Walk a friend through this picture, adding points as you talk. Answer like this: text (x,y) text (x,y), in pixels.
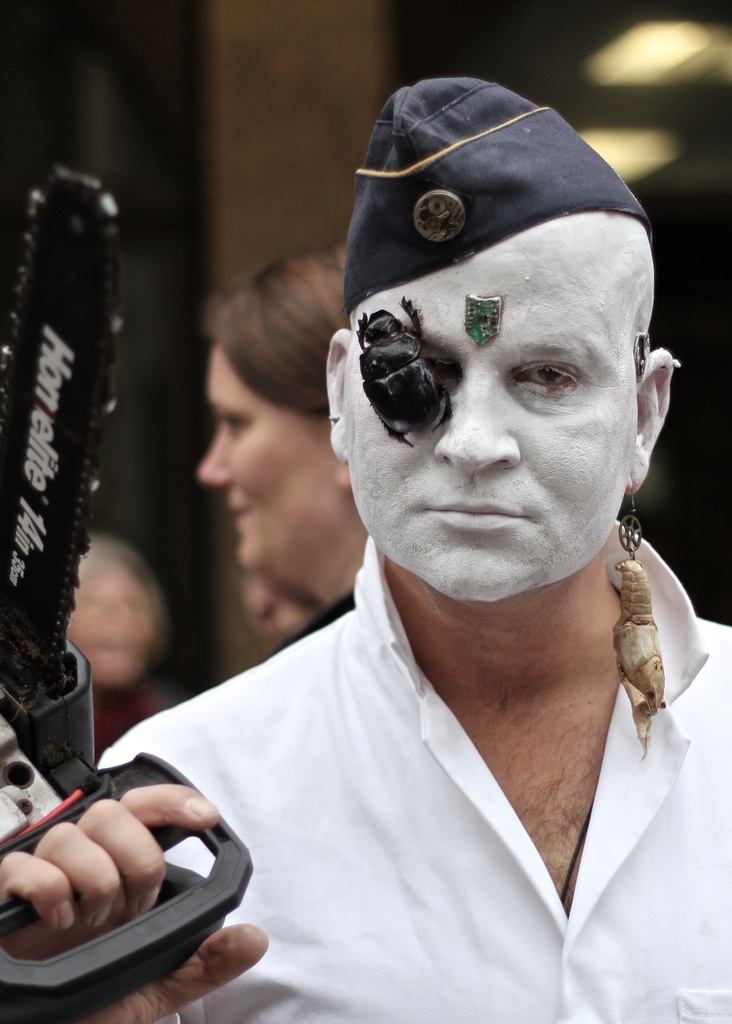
In this image we can see a person (271,929) holding an object (182,881). On the person face (494,278) we can see an insect (388,421). Behind the person (438,496) there are few more persons (248,562). The background of the image (218,532) is blurred.
